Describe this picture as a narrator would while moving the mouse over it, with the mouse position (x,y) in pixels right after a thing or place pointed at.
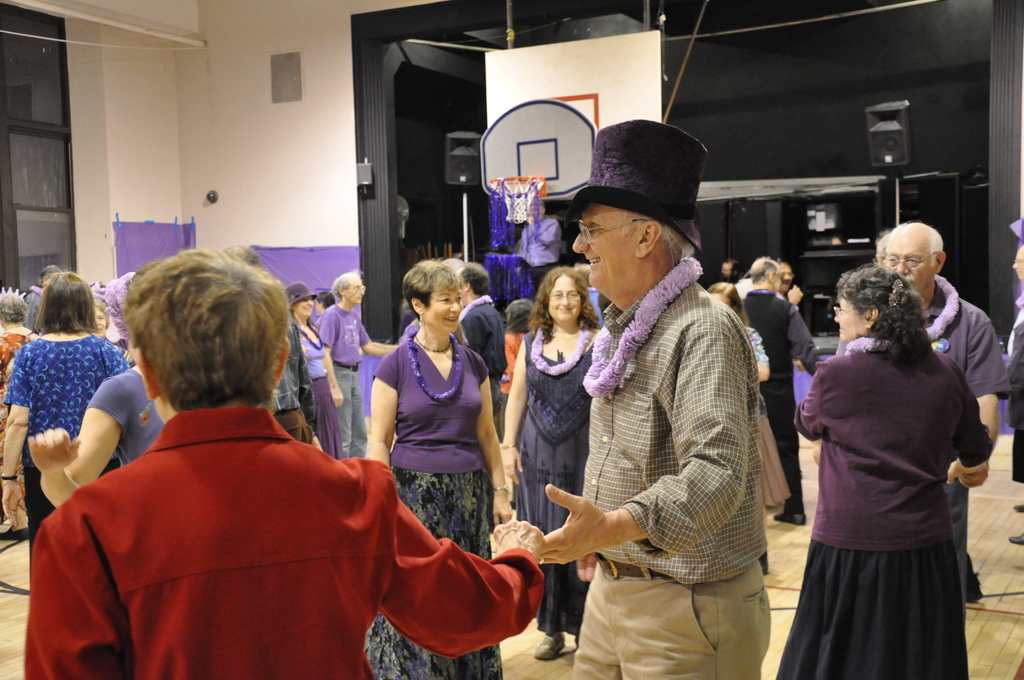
In this image people (662,381) are dancing in a hall (377,25), in background (278,198) there is a wall (322,47) and a glass door (59,91).
